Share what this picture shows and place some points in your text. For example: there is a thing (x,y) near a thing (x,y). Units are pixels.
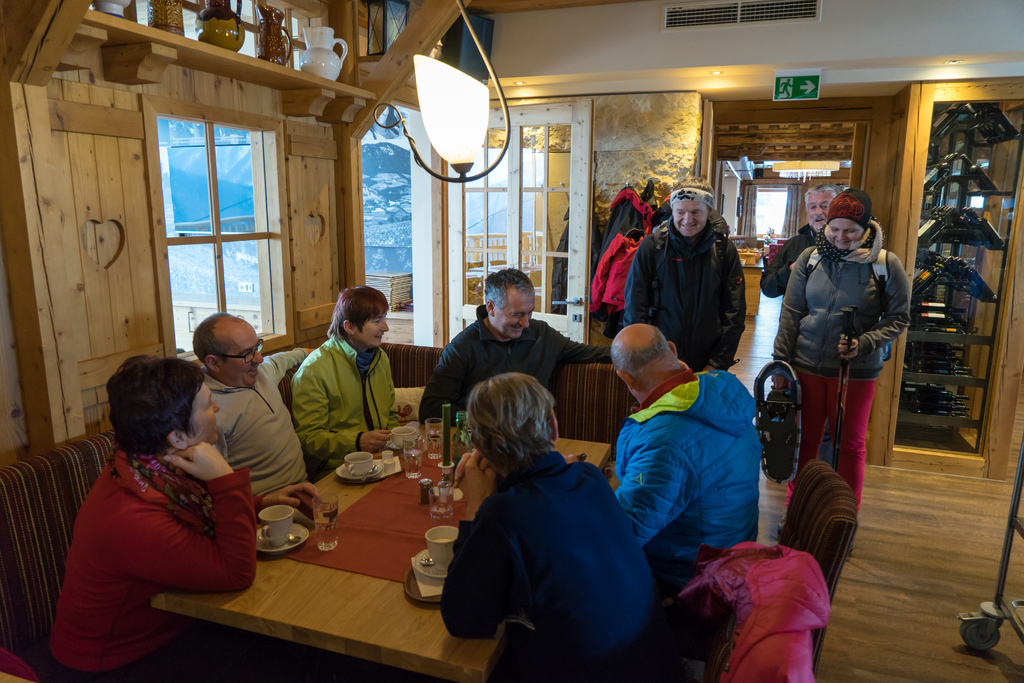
There are few people (549,510) Sitting here on the chair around the table (425,663). In the background (432,195) we can see few people (834,295) standing, door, window (382,119) and a wall (418,223). On the table (374,611) we can see food items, glasses (318,511), cups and in the middle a light (485,128) is hanging from the roof (423,26).
